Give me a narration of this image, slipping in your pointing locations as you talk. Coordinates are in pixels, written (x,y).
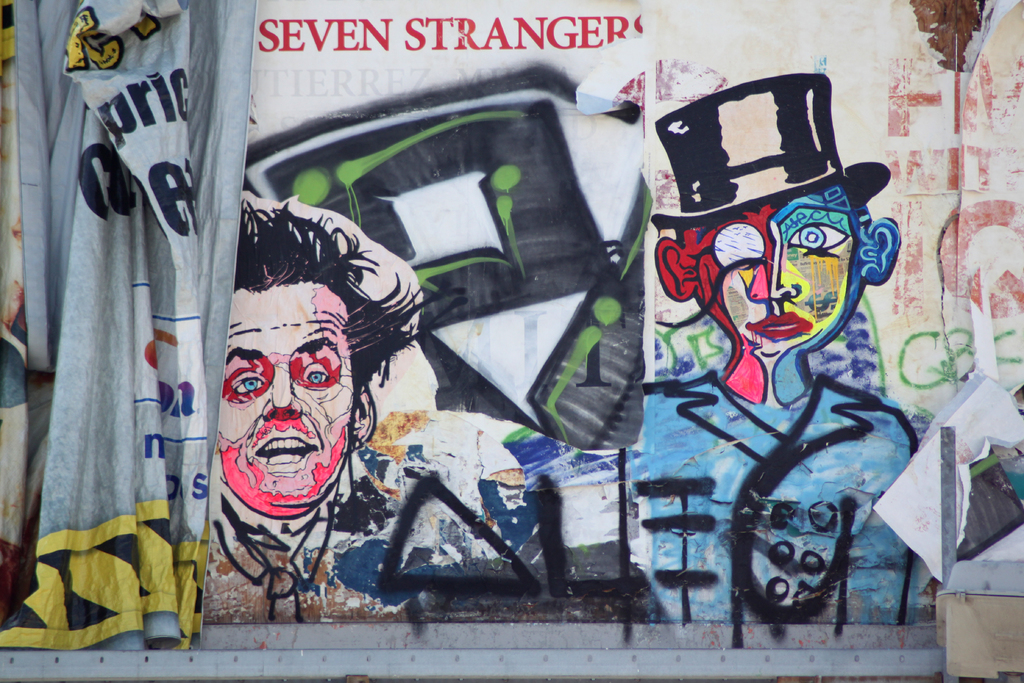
In this image we can see one big wall (851,97) painted with colorful images (307,277) and some text (434,37). There is one big banner (115,42) with some text (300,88) on it and some objects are on the surface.
